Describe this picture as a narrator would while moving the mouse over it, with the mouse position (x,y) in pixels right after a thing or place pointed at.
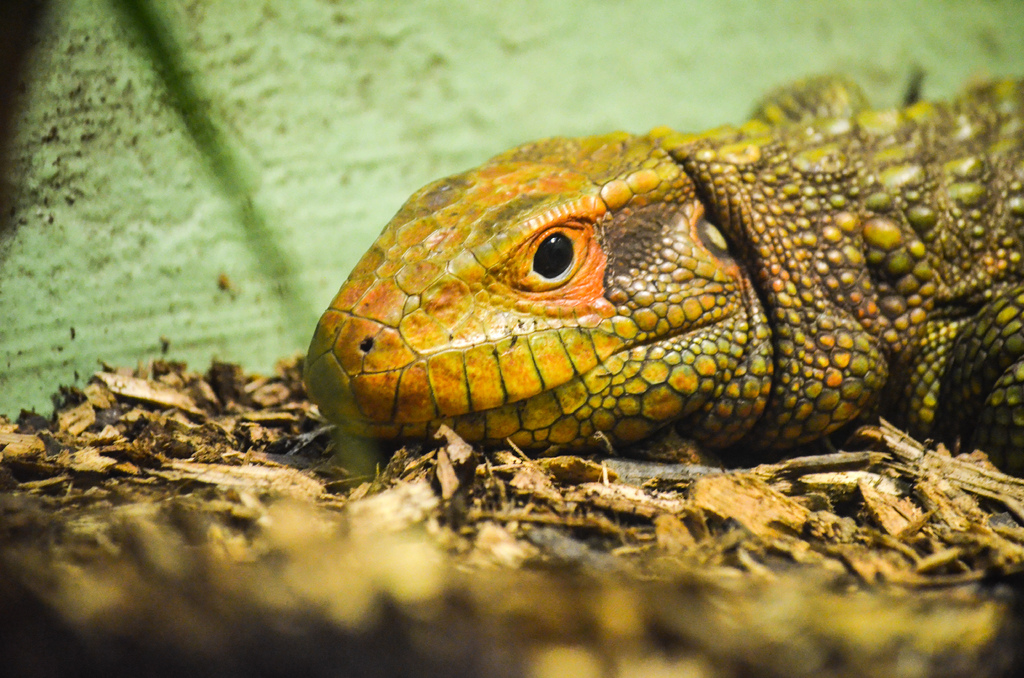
In this image I can see an animal (813,266) which is brown, orange and green in color and I can see the green colored background (117,174).
